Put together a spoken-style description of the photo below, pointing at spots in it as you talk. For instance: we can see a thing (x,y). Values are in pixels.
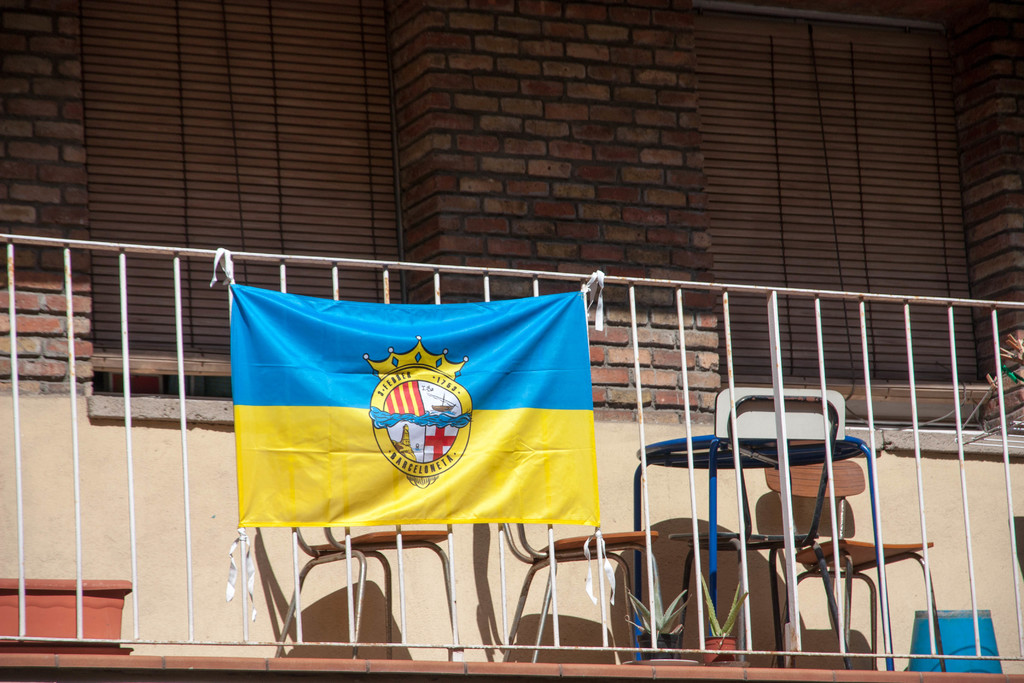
In this image I can see a banner (488,451) tied to the railing (689,396). Behind that there is a building (605,156) with red bricks (587,104) and window blind (373,158). There are some chairs (709,533) and flower pots (710,639).
